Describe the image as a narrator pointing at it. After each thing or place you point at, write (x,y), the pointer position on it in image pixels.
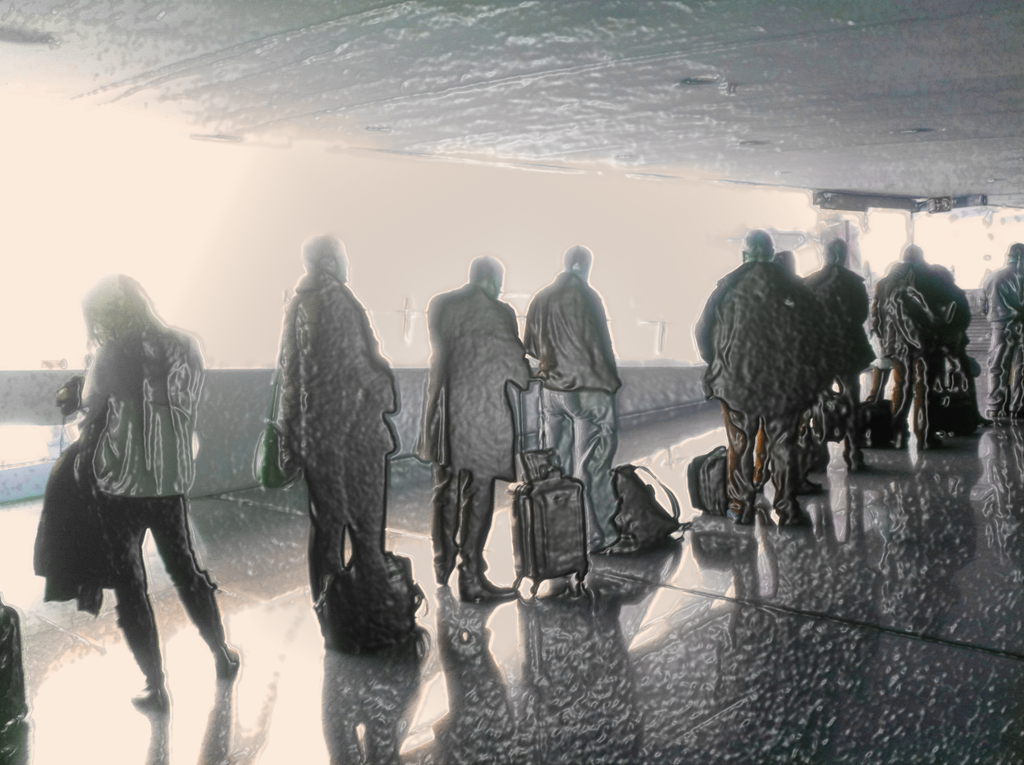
In the image I can see edited picture. In which I can see few people (93,465), bags (558,474) and floor (665,649).
